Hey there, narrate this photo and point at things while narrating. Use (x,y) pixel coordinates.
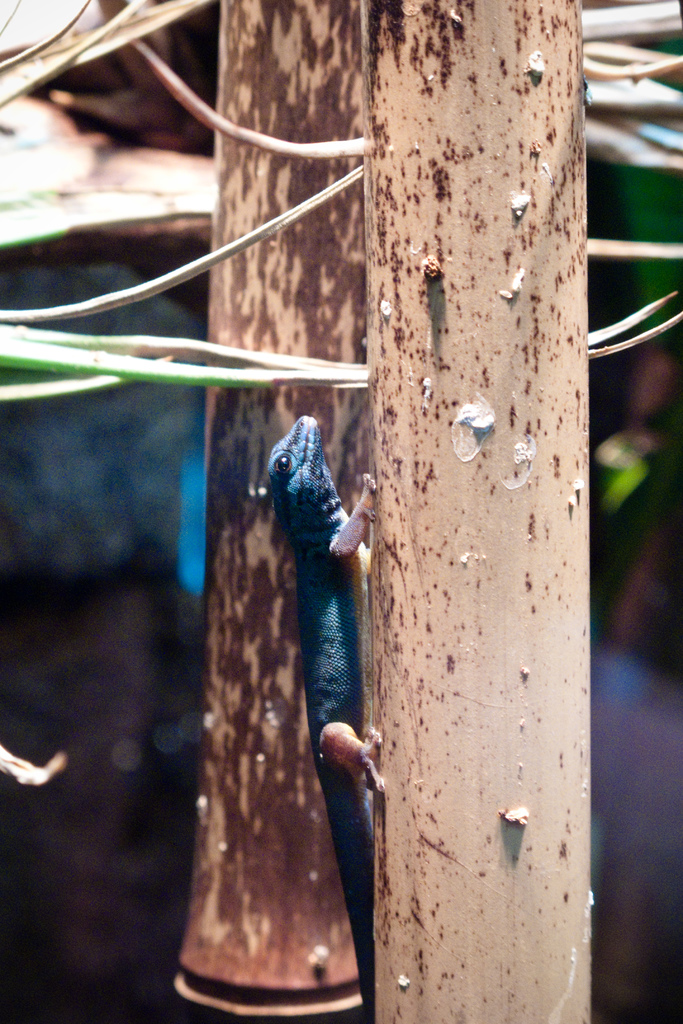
In this picture, I can see two bamboo stems (497,747) and i can see a blue color lizard (346,515) which is climbing.
